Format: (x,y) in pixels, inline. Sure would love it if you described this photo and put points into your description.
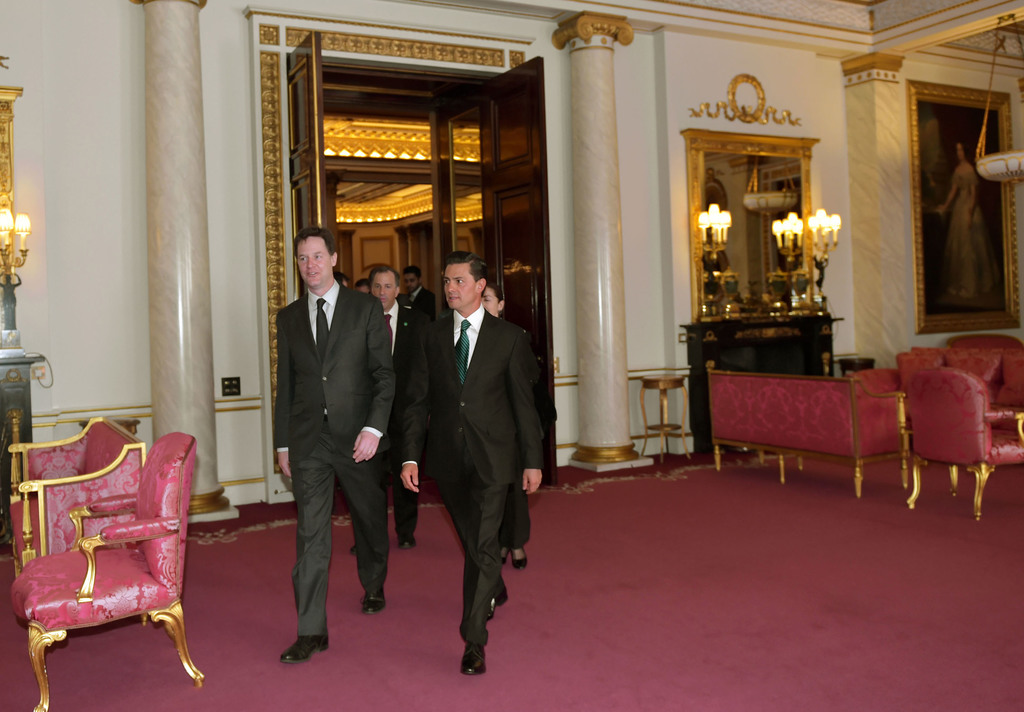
In this picture I can see the inside view of a building (655,96) and I can see the floor (137,672) in front (422,645) and on the floor (540,520) I can see few men (409,320) wearing formal dress (413,356) and on the both side of this image, I can see the chairs (131,473). In the background (64,418) I can see the wall (138,392) and I can see few lights (713,222). On the right side of this picture (777,150) I can see a mirror (756,240) and a photo frame (963,290).
